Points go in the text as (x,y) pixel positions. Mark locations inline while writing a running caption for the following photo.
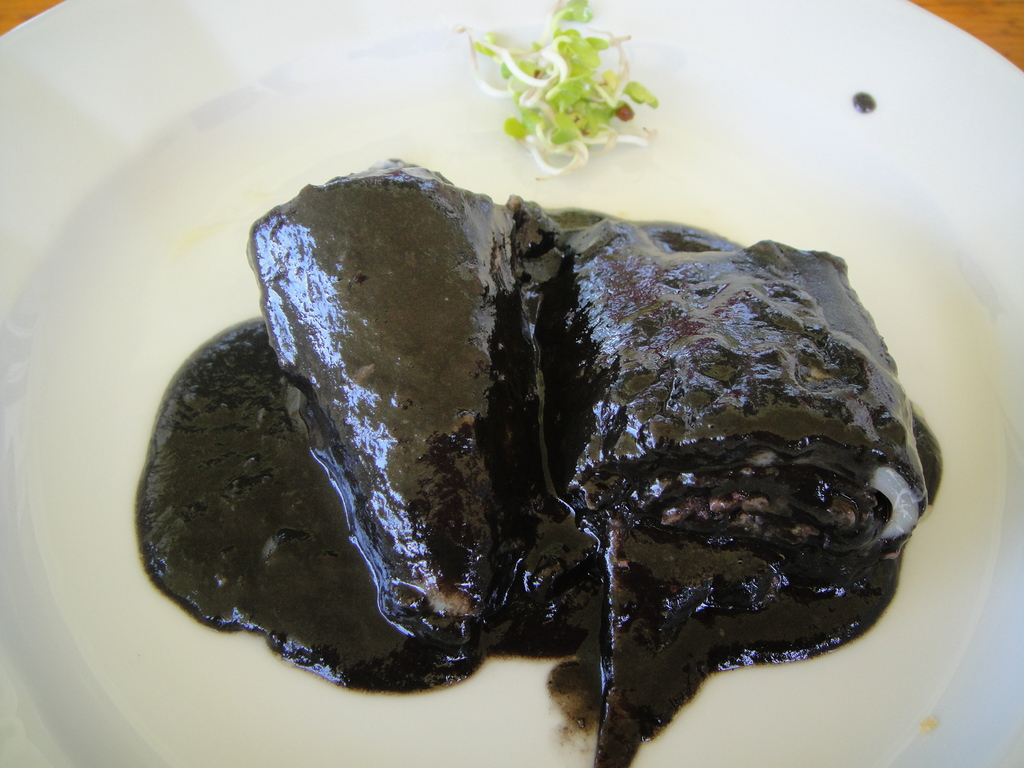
In this image we can see food item (271,307) on a white plate (104,80).
